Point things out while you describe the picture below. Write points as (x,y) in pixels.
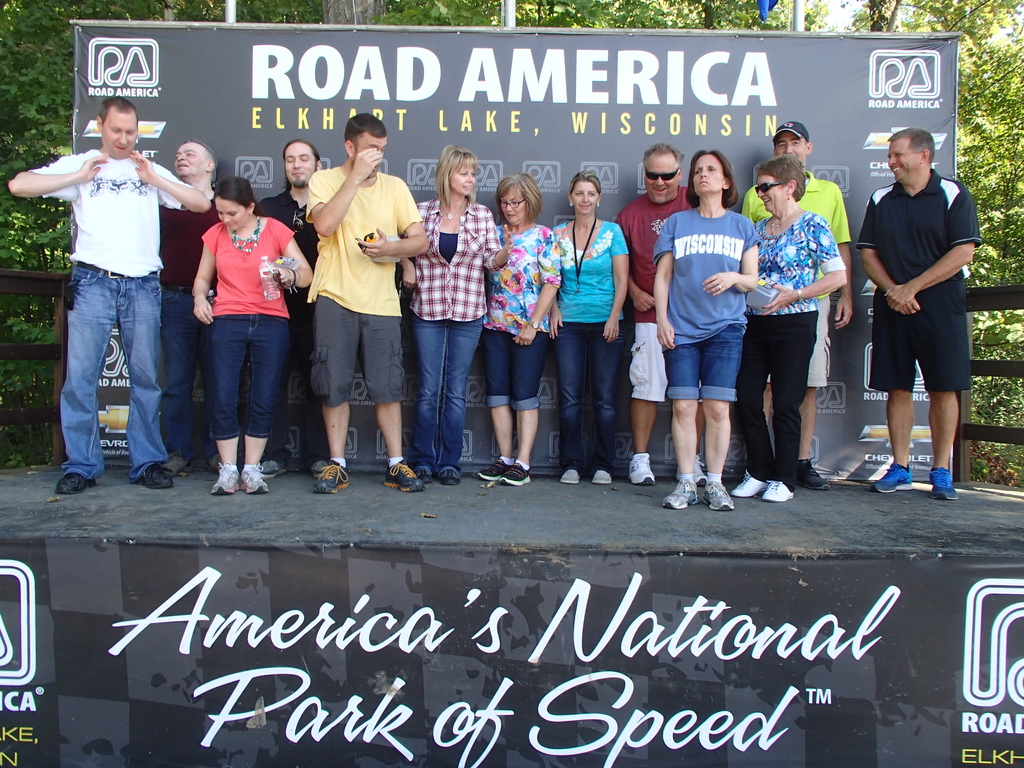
In the image we can see there are people (447,302) standing on the stage (473,485) and holding water bottle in their hand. There is a banner (302,114) at the back (302,114), on the banner (246,138) it's written "Road America". Behind the banner (254,164) there are lot of trees (1005,132).
